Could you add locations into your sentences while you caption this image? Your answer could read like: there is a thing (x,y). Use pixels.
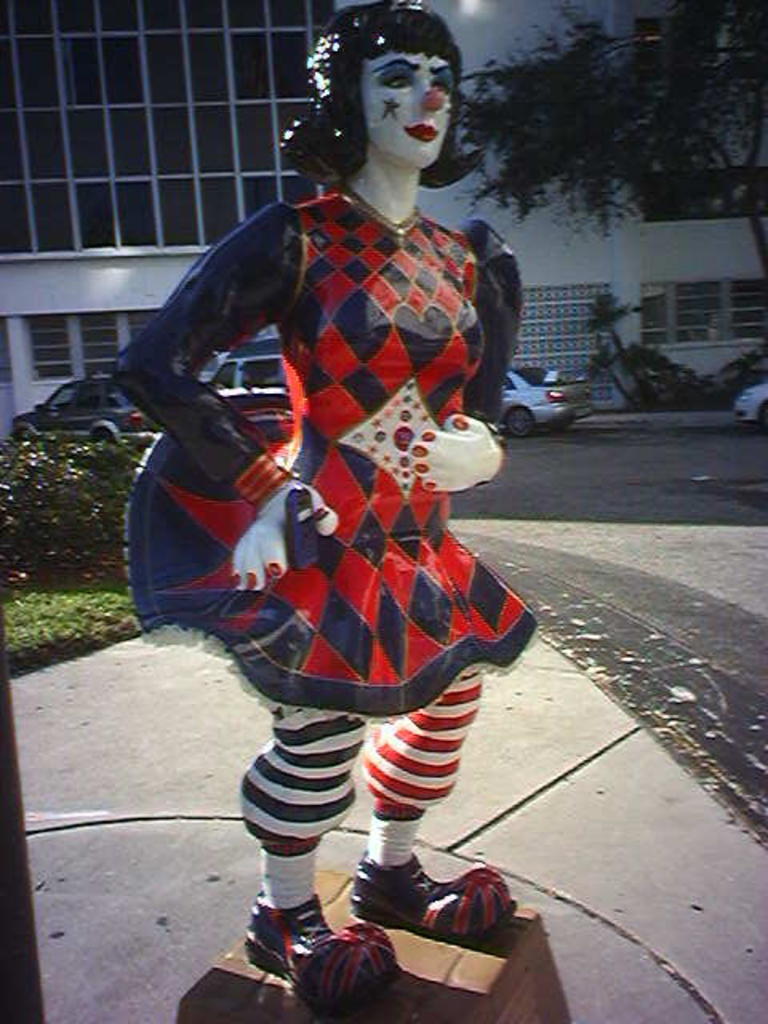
In this image in the foreground (296,441) there is one toy (319,632), and in the background (685,237) there are some buildings (26,297), trees (628,153), vehicles (62,411) and some plants (76,505) and grass (112,617). At the bottom (180,786) there is a road (643,865).
